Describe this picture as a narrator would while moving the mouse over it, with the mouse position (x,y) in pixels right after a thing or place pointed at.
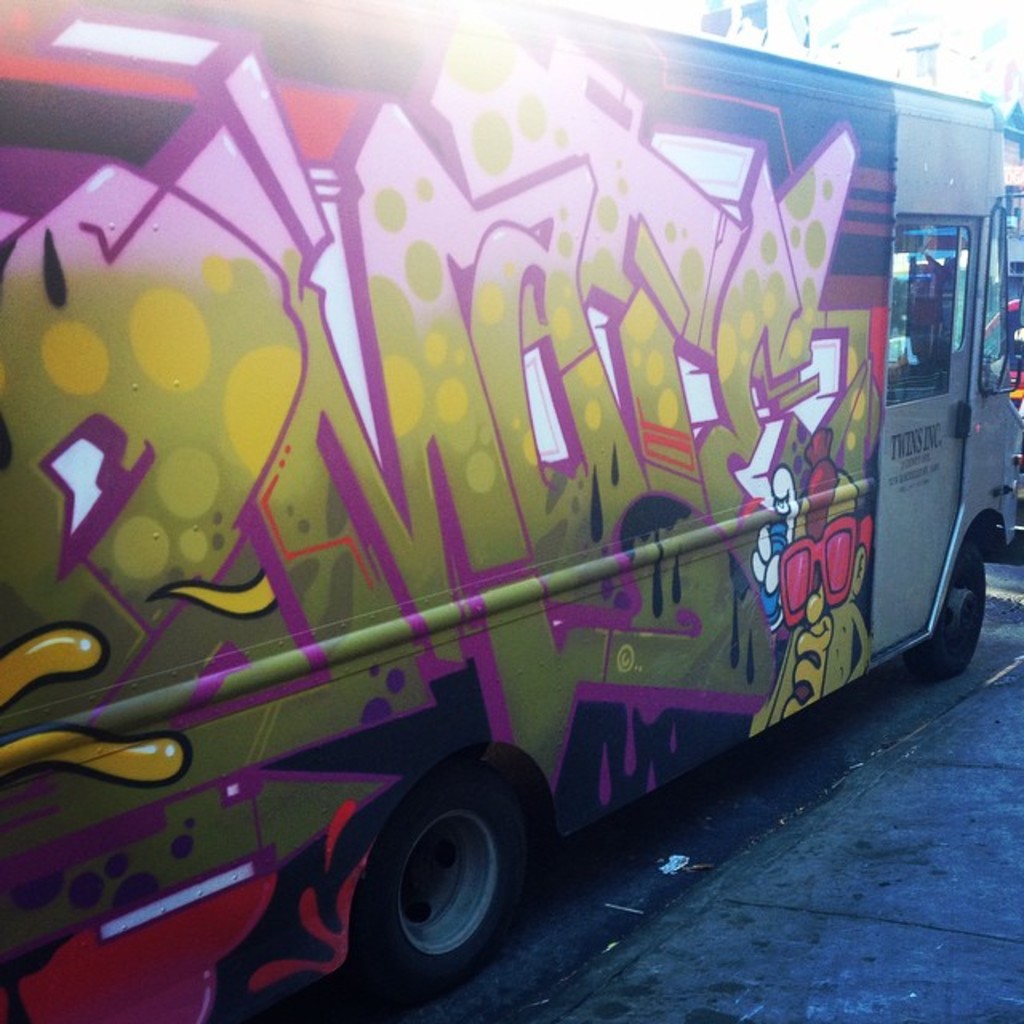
There is a vehicle (624,571) on the road (546,846) which has a design (467,521) on it.
